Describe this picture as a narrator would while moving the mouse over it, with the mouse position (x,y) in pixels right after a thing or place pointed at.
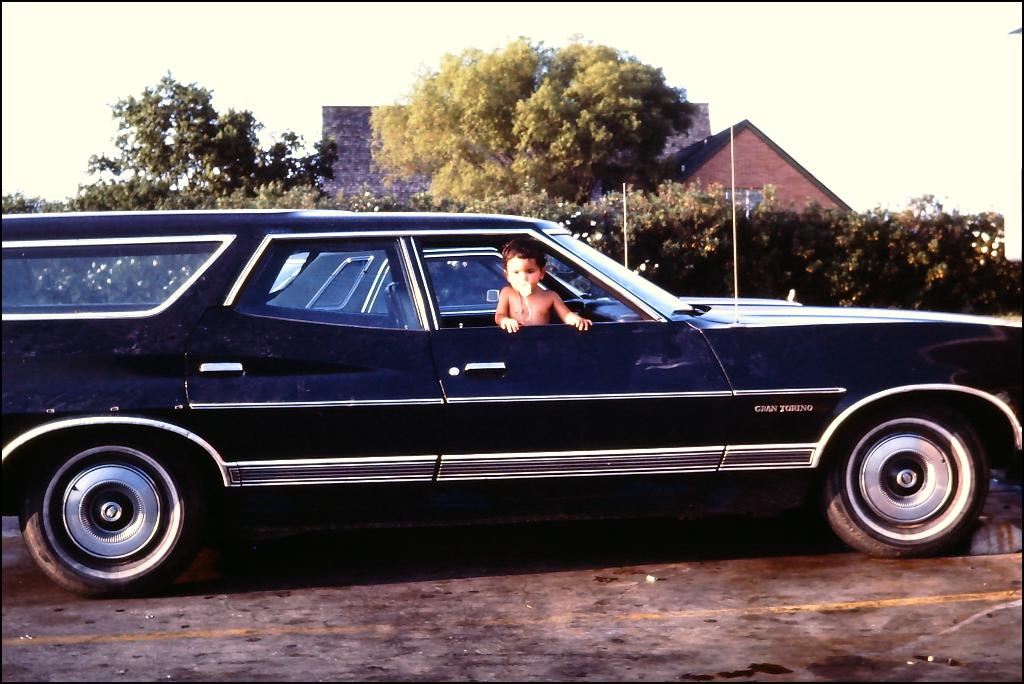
In this image we can see a black color car (588,441) which is on the road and there is a kid (508,294) sitting in the car (93,381) and at the background of the image (444,199) there are some trees (503,142), houses (741,154) and clear sky (878,52).
